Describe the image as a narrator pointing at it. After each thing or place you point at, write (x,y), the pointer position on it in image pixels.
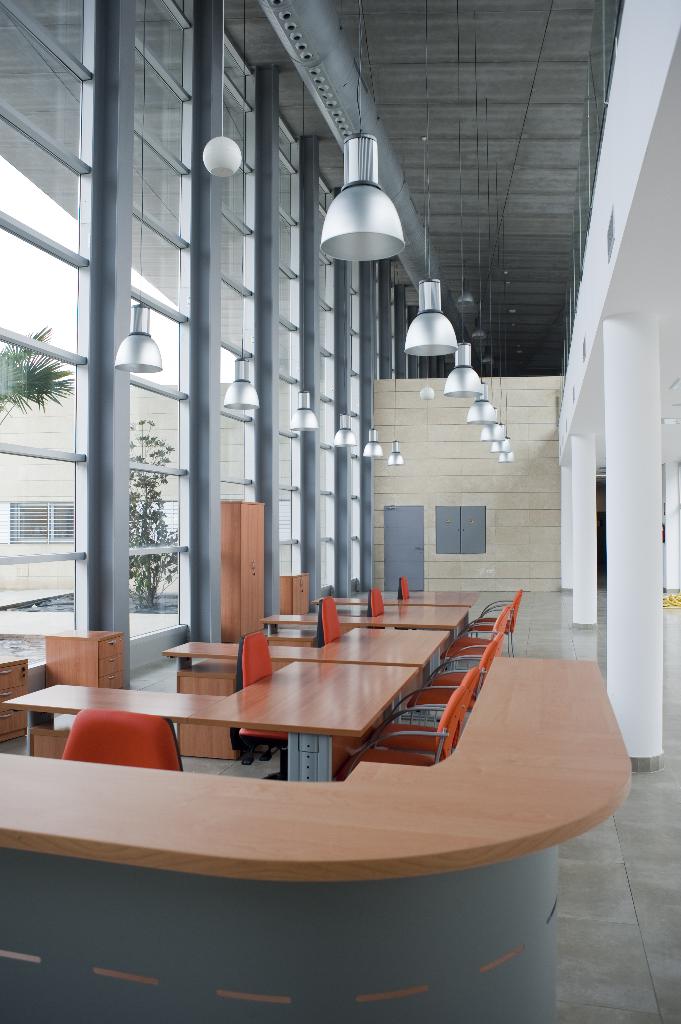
In this picture there are chairs (369,593) and tables (258,693) in the center of the image (360,673) and there are windows (40,405) on the left side of the image (175,302), there are lamps (463,354) at the top side of the image (440,337).
